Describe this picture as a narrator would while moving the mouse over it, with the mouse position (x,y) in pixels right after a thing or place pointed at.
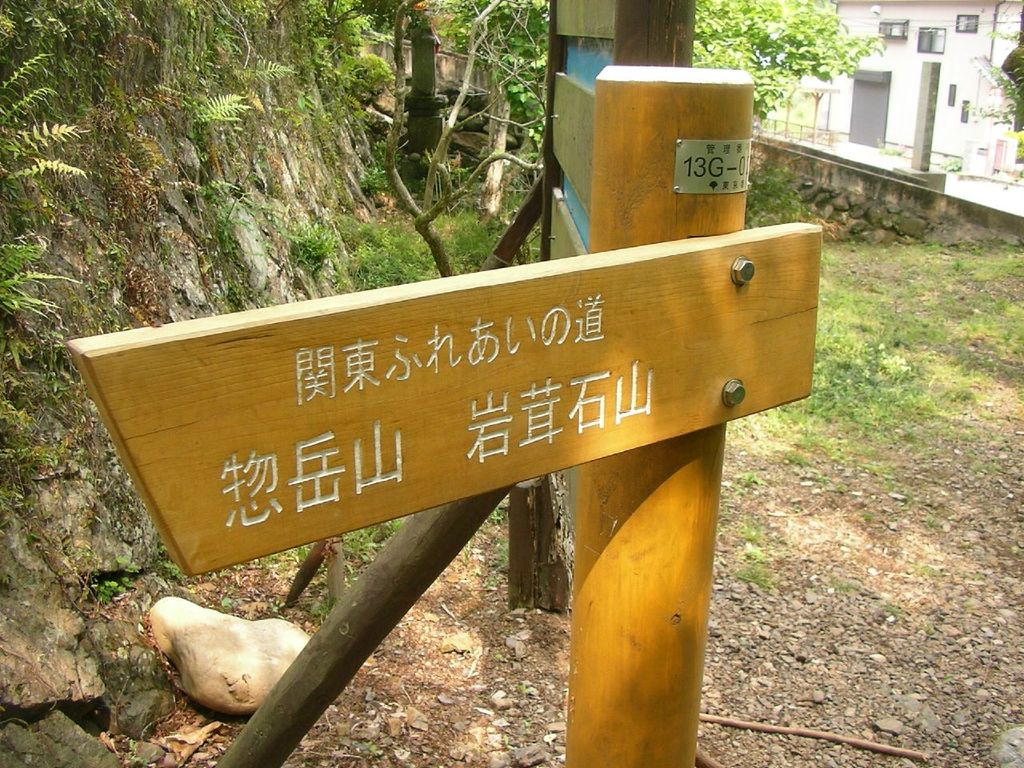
In this image we can see wooden board (632,353) on the pole (602,169), behind that there is a rock (289,194) which is covered with plants (65,73), also we can see there are some buildings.
